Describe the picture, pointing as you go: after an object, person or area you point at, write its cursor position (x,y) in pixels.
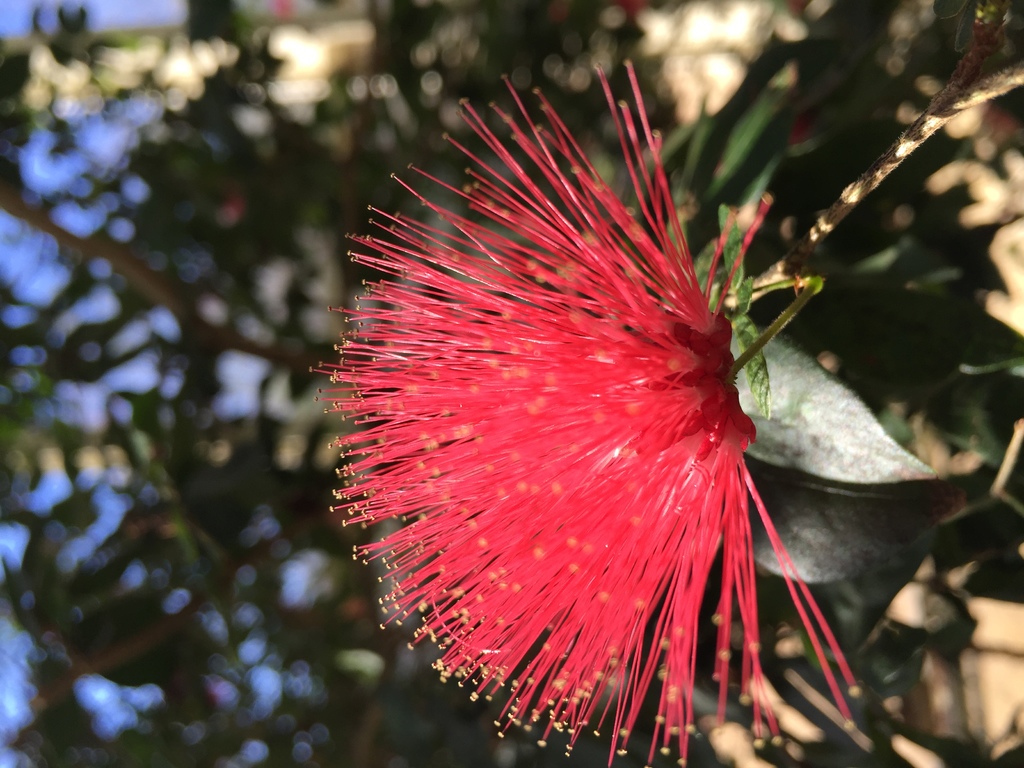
In this picture I can see a flower (625,214) with a stem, and in the background (316,244) there are trees (270,621).
